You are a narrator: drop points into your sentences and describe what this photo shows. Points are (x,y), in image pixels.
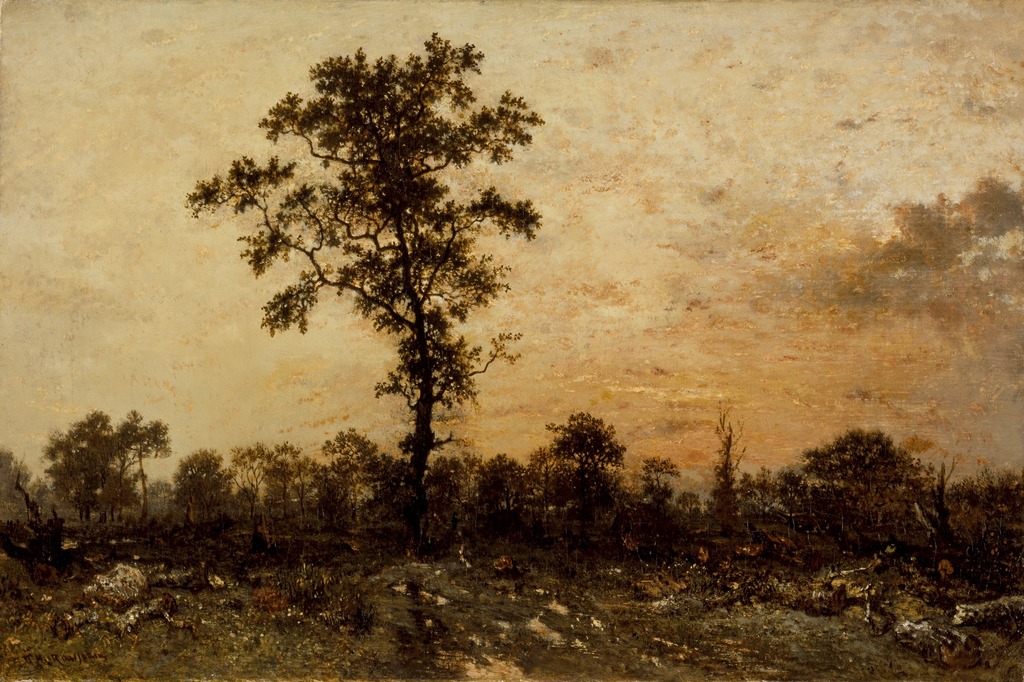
In this image there is one tree (407,451) in the center (396,388), and also in the background (762,515) there are some trees (250,512). At the bottom (327,606) there is grass (224,655) and some rocks (877,586), and at the top (627,50) there is sky (253,145).
